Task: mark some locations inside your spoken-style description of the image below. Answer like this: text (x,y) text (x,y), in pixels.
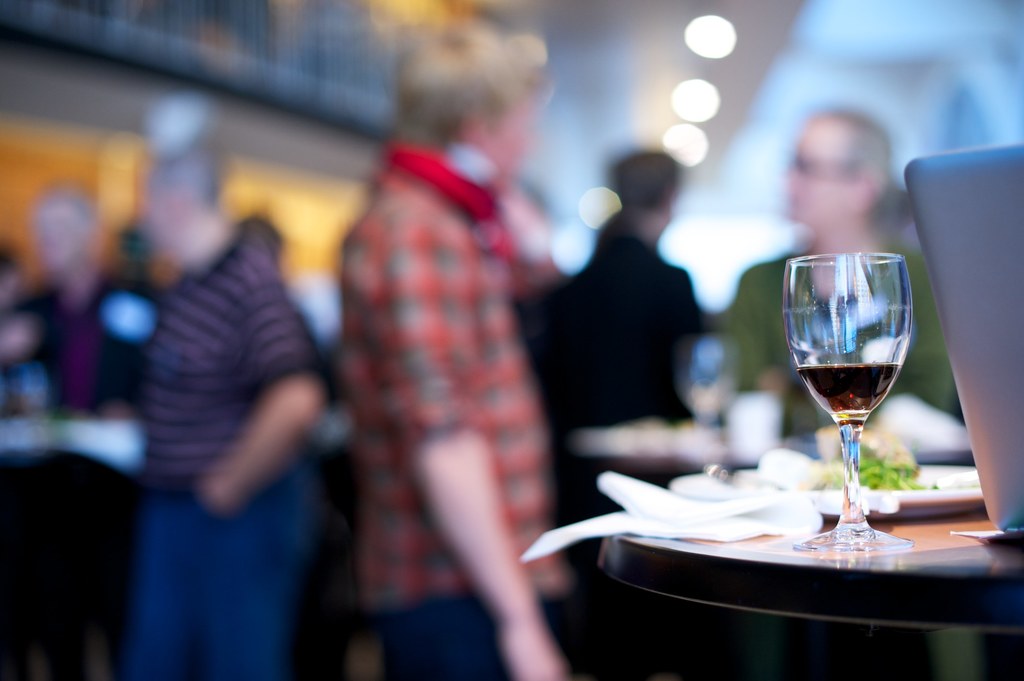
This picture shows a group of people (205,154) Standing and with a wine glass (816,552) and a plate (906,489) with some food (897,462) on the table (873,520).
